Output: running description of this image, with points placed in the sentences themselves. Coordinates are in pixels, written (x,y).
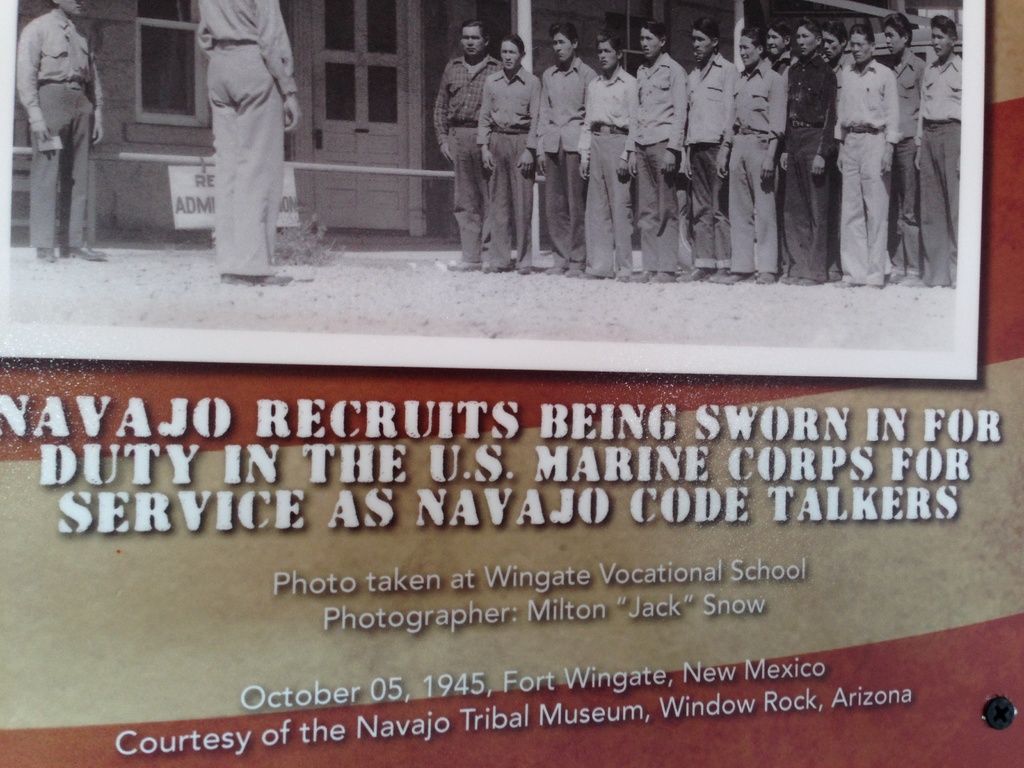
In this image we can see a board (489,445) containing the picture (386,270) of some people (509,230) standing, a building (306,192) with windows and some poles (536,252). We can also see some text (294,580) on this image.
